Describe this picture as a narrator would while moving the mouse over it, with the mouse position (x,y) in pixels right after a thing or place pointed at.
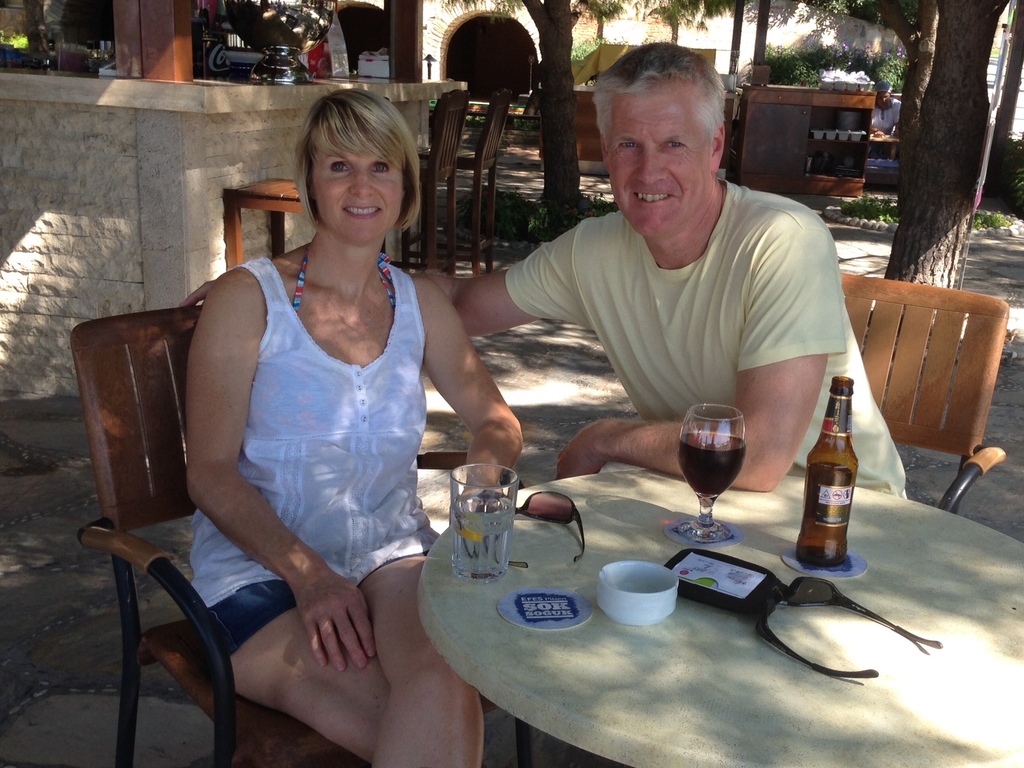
On the background (480,96) we can see a tunnel (490,48) and trees (965,66). This is a wall (101,224). Here we can see a man (645,279) and a woman (307,330) sitting on chairs (999,326) in front of a table (672,726) and they hold a smile on their faces (667,209) and on the table (595,544) we can see goggles (557,502), box (729,605), cup (649,597), glasses (491,571) and a bottle (824,509).
